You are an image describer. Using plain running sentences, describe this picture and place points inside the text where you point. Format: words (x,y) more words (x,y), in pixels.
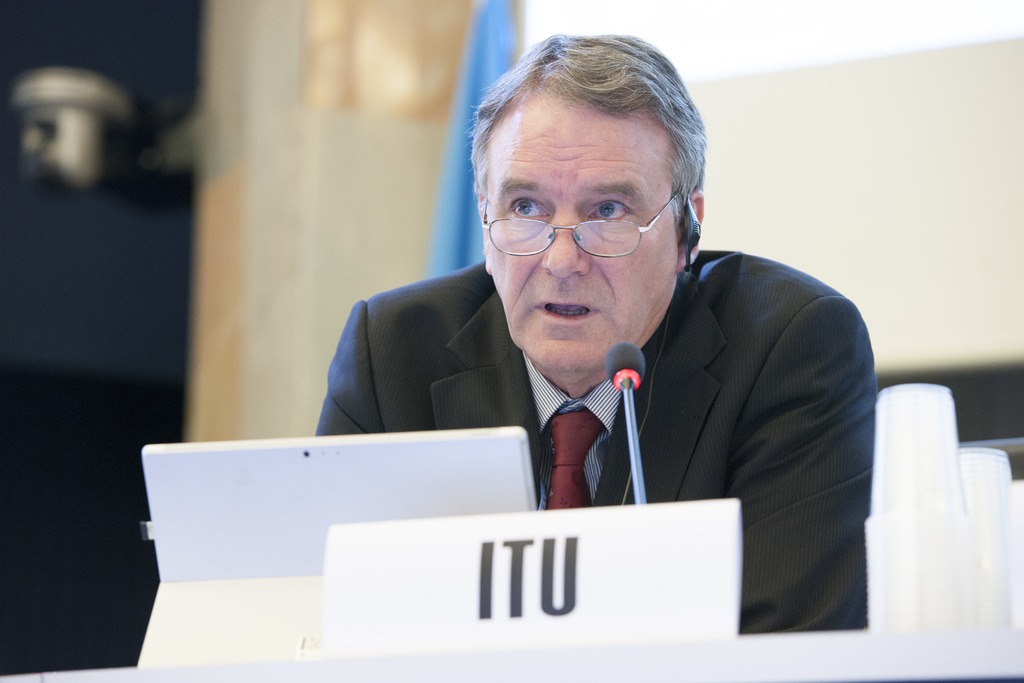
This picture shows a man (728,314) sitting at a table (568,673) and we see a laptop (527,505) and a microphone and we see few cups (896,624) on the side and men (490,408) wore spectacles (673,197) on his face (661,278).
